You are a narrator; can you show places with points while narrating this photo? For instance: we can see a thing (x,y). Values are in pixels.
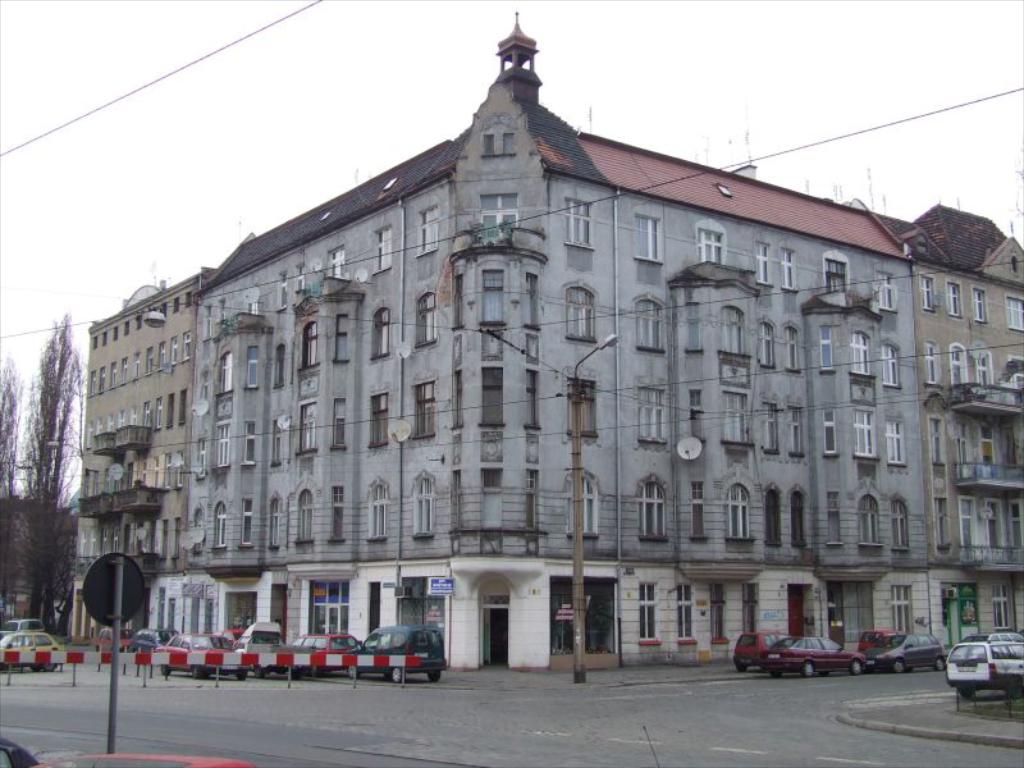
This picture is clicked outside the city. At the bottom (467,697), we see the road (629,751). On the right side (1003,670), we see the cars (990,638) parked on the road (779,726). In the middle (573,482), we see a street light (573,502) and an electric pole (573,606). Behind that, we see a building (371,436) in grey color with a black color roof (361,195). Beside that, we see a building (143,404). In the left bottom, we see a pole (118,669). Behind that, we see the barrier poles (273,662) and the cars (274,647) parked on the road (94,740). Beside that, we see a board (441,578) in white and blue color with some text (434,589) written on it. On the left side (53,473), we see the trees (57,599). At the top (288,72), we see the sky (311,56).
